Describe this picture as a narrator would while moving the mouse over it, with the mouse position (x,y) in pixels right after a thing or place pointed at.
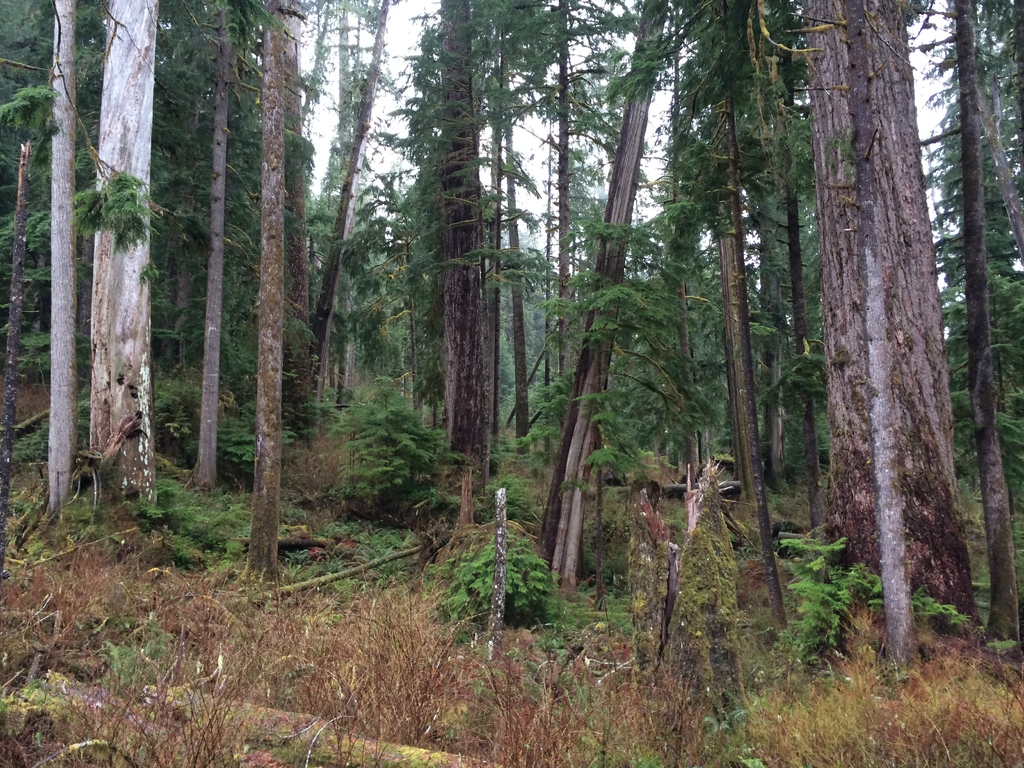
In this image we can see many trees (699,350). On the ground (330,498) there are plants (774,683) and logs (347,572). In the background (413,69) there is sky (529,136).
